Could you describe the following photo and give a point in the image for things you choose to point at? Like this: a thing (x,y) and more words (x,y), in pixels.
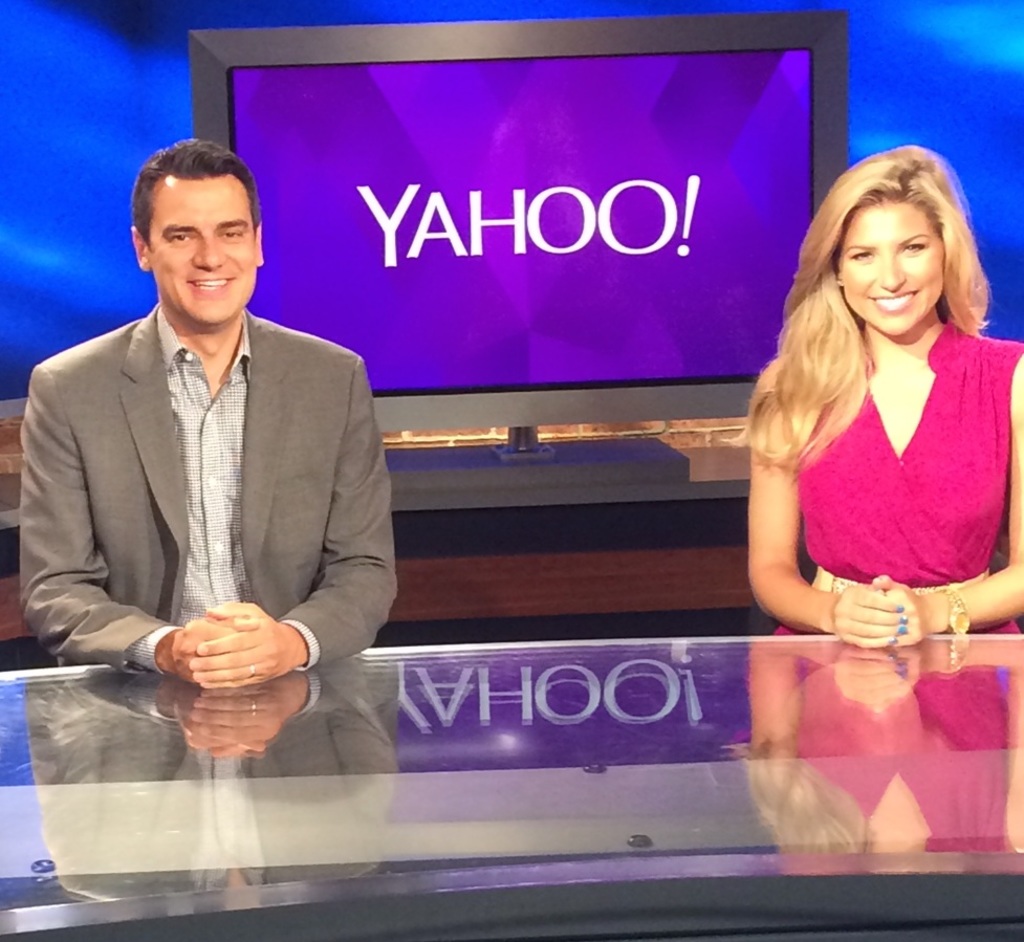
In this image, I can see the man (345,606) and woman (767,499) sitting and smiling. This looks like a glass table (570,843). I can see the television (320,153) with a display (548,359), which is placed on the table (629,501). The background (118,60) looks blue in color.
